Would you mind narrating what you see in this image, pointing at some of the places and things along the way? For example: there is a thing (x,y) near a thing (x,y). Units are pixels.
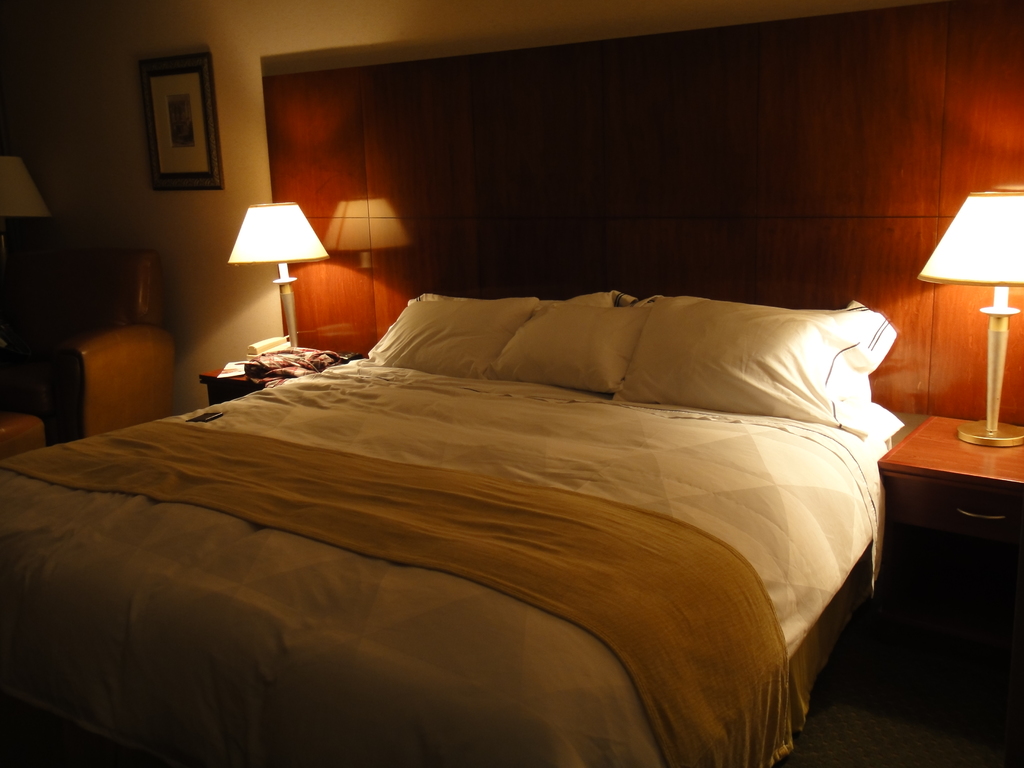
In this image I can see a bed (476,621). There are three pillows (648,351) on the bed (637,456). There are two lamps (982,257) on the table (973,548). I can see a photo frame (198,131) on the wall (227,175).
